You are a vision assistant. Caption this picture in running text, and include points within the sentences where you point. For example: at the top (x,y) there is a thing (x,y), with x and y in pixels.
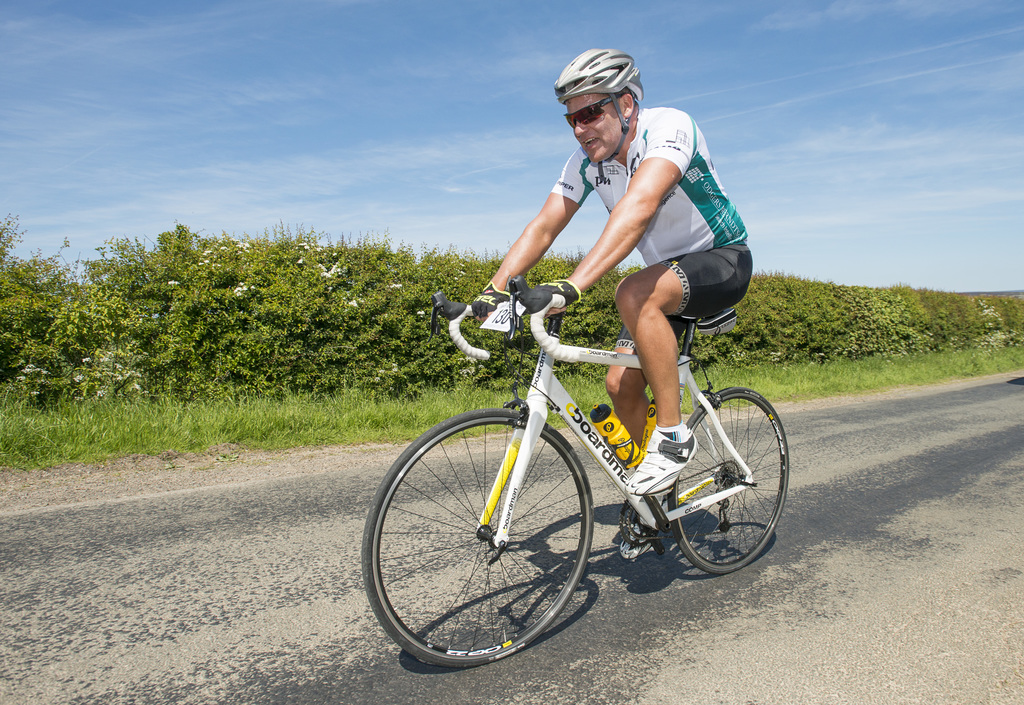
In this picture there is man (602,105) in the center of the image (635,323) on a bicycle (586,538) and there is greenery (523,362) in the background area of the image (528,361) and there is sky (405,121) at the top side of the image (517,66).
